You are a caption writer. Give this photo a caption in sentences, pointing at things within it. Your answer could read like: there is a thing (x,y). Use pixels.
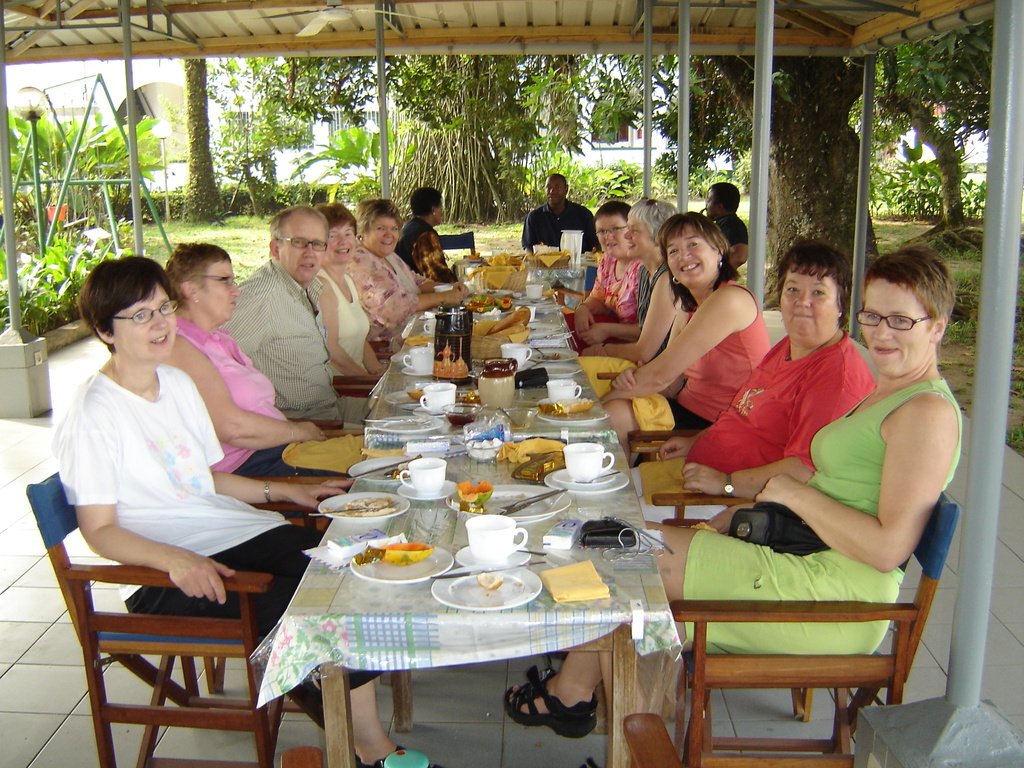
This is the picture taken in the outdoors, there are a group of people (359,265) sitting on chairs (792,614) in front of these people (164,558) there is a table (341,612) covered with a cloth (384,618) on the table (385,612) there are plates (440,594), cups (592,467), jar (507,403), spoon (527,505), wallet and some food item (469,418). Behind the people (258,356) there are trees (318,160) and building (222,119) and on top of them there is fan (309,23) and roof top (188,10).
